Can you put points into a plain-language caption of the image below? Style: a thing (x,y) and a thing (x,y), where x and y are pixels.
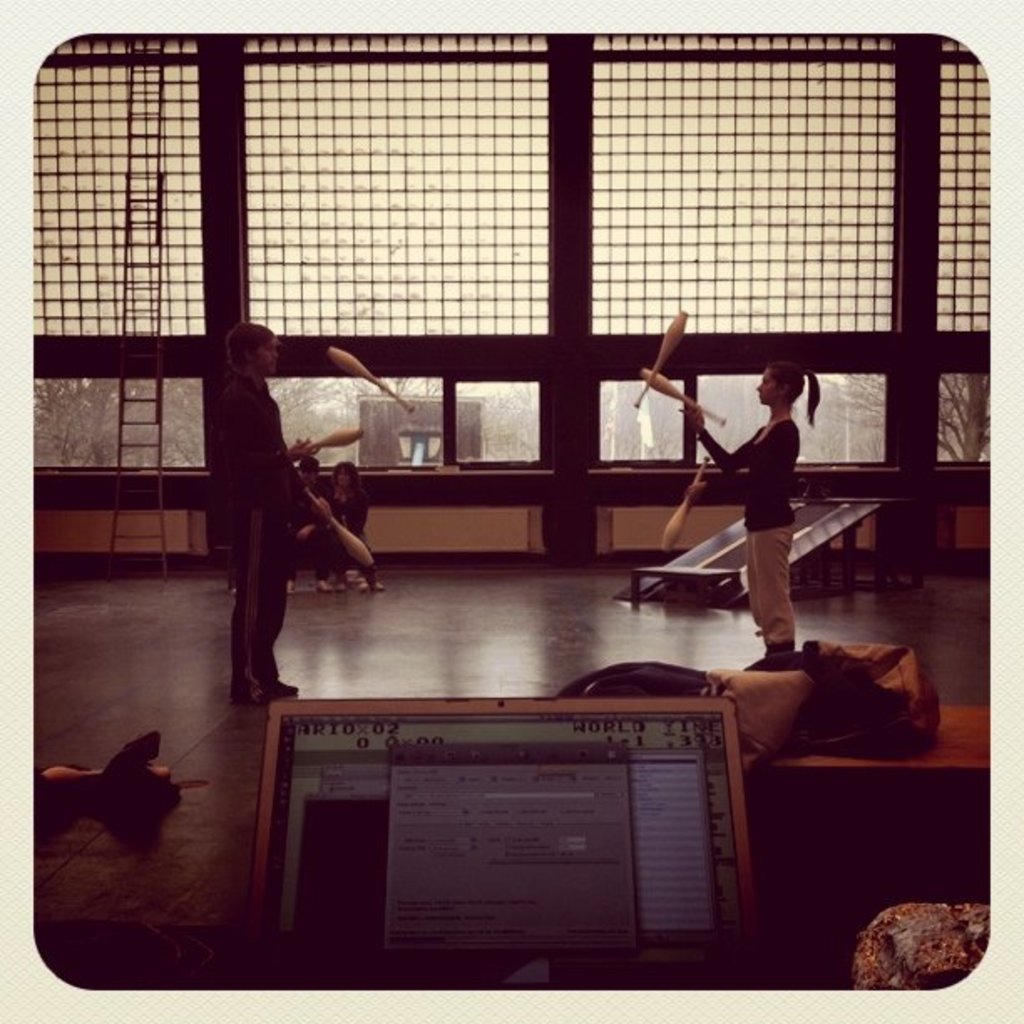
In this image I can see few standing on the floor (508,581) and playing with some objects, also there are some things (264,905) around.
